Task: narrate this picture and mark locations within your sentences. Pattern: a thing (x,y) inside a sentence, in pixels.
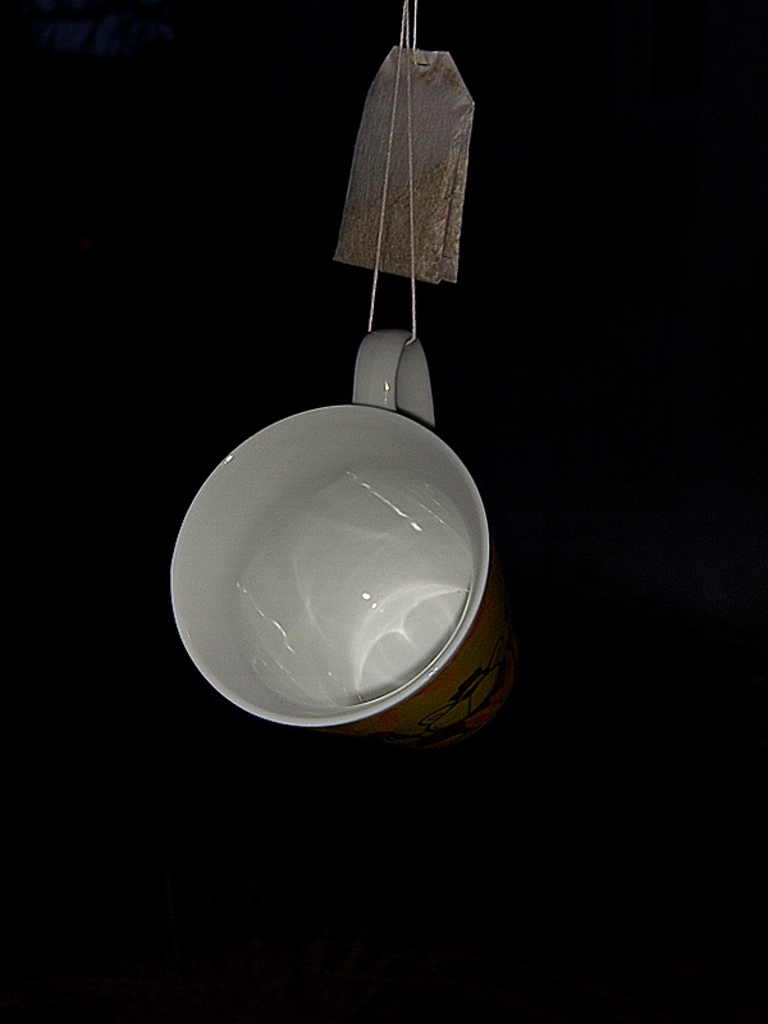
In this picture we can see a bag (382,170) and a cup (434,570) on a thread (402,40). The background (119,761) is dark.
